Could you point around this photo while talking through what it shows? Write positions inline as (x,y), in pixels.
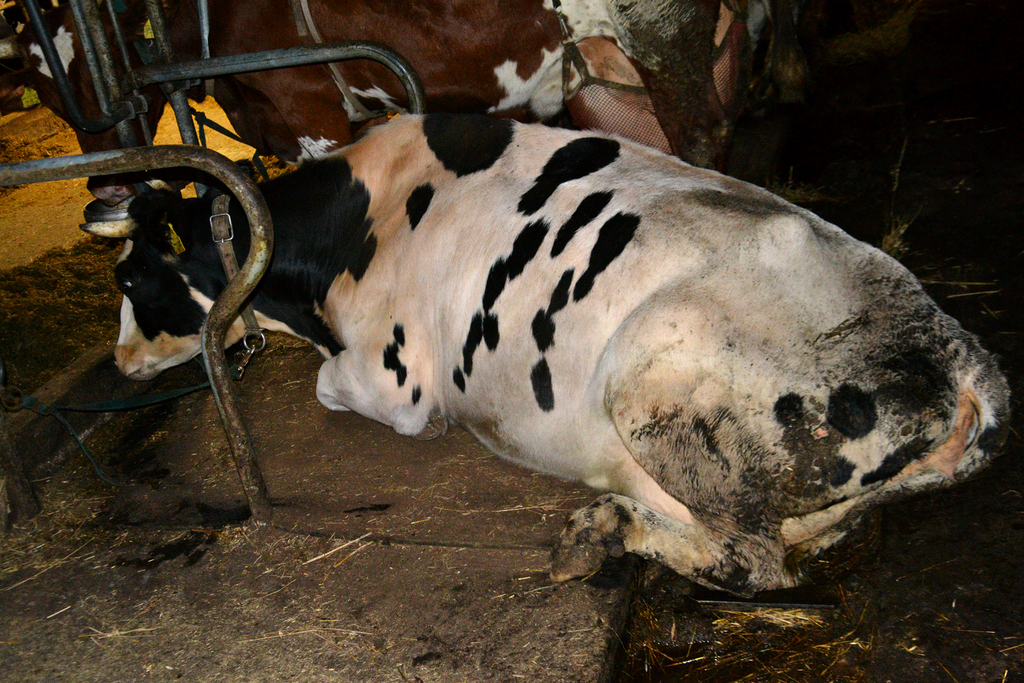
In this image we can see two animals (777,430) with belts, some poles (96,69), some grass (11,277) on the ground (72,386) and the background is dark.
